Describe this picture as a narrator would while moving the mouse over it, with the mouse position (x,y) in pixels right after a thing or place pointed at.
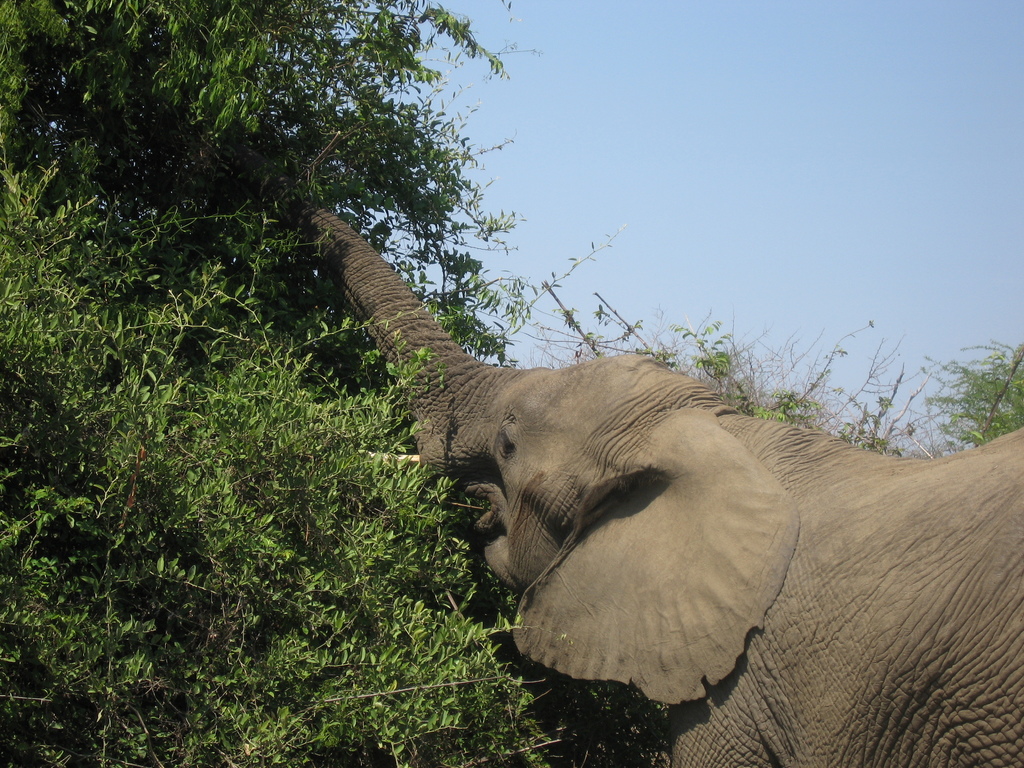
In the image we can see an elephant (350,232). Behind the elephant (373,278) there are some trees (141,728). At the top of the image (522,163) there is sky (964,34).
